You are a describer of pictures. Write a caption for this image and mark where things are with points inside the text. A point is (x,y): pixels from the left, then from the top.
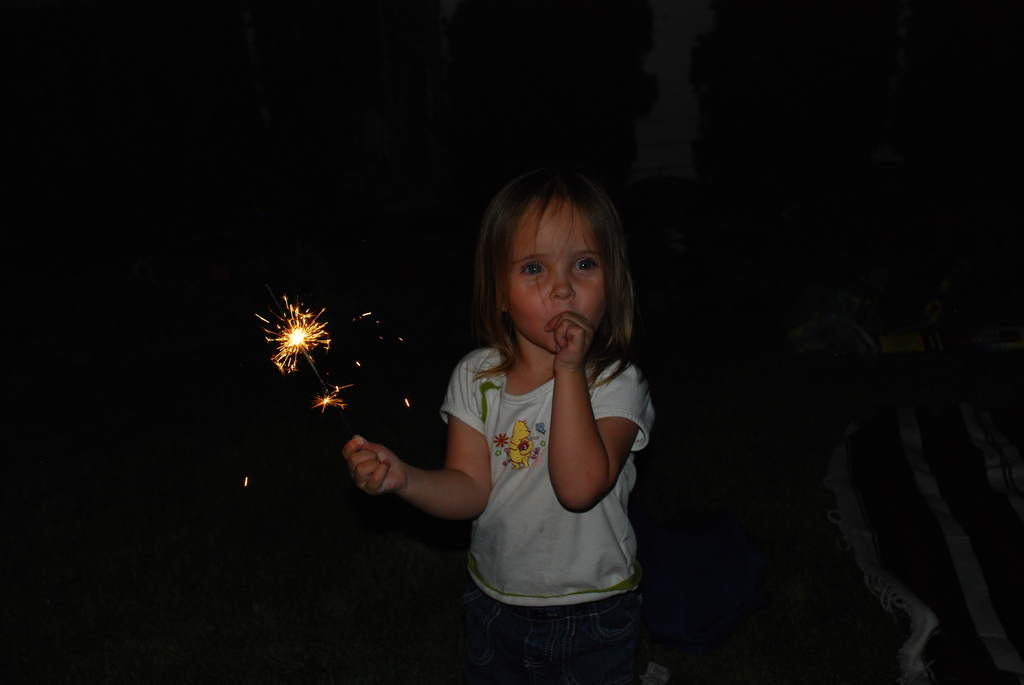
In this picture we can see a girl (617,602) holding a firecracker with her hand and in the background (389,145) it is dark.
